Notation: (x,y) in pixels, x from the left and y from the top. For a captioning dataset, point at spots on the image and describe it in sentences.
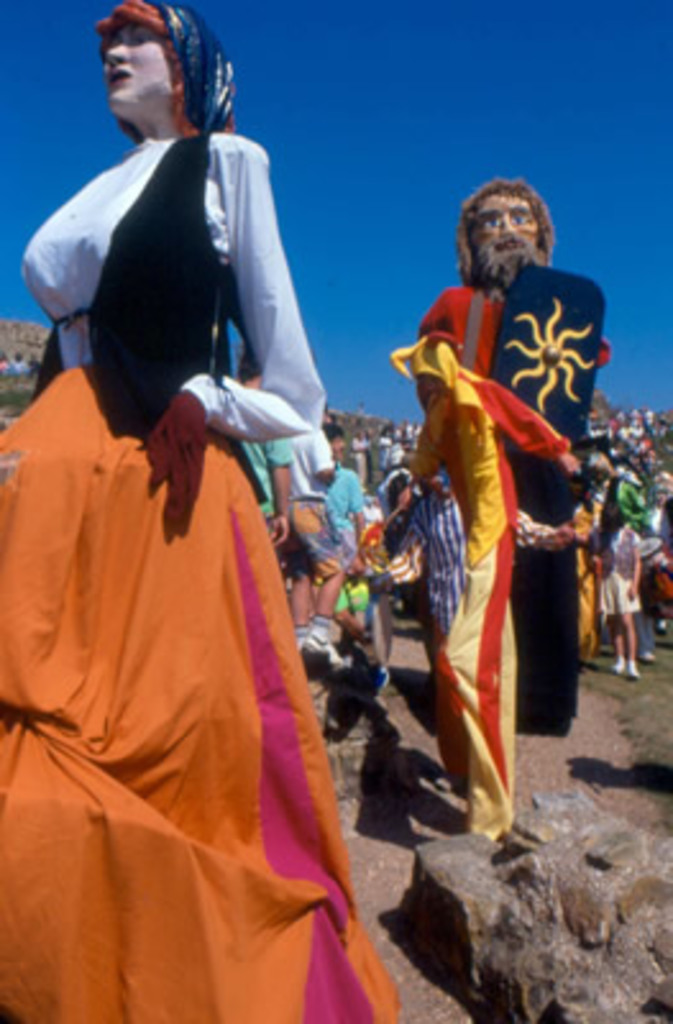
In the image in the center (226,507) we can see two persons (467,655) in different costumes (15,607). In the background (366,320) we can see sky (425,125), stones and group of people (451,549) were standing.
